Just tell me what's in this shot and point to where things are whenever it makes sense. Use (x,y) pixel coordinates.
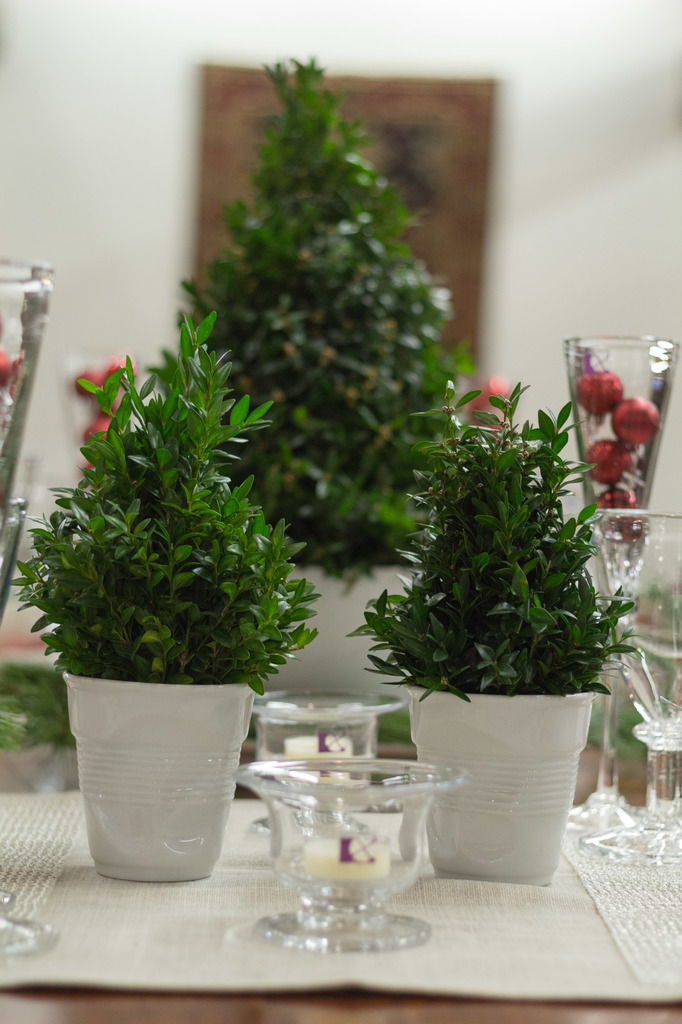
There are trees (331,566) in the pots (206,732) which are placed on a table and the background (153,161) is white in color with some mat (449,129) attached to it.
